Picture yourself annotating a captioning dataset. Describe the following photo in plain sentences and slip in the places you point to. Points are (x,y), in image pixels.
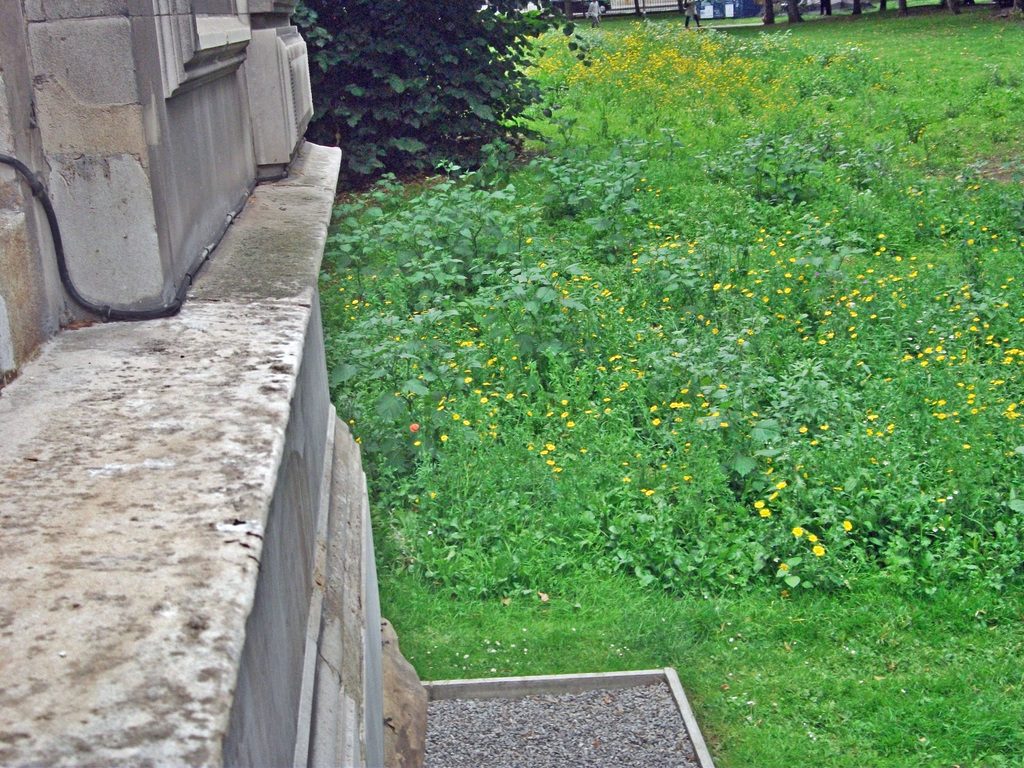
Left side of the image (186,401) there is a wall (228,110). Beside it there is a tree (386,98). Right side (689,305) there are few plants (661,373) having flowers (689,443). Plants (705,69) are on the grassland (752,681). Top of the image (742,24) few persons (686,21) are walking on the path (721,25). Few tree trunks (796,19) are on the grassland (860,110).
